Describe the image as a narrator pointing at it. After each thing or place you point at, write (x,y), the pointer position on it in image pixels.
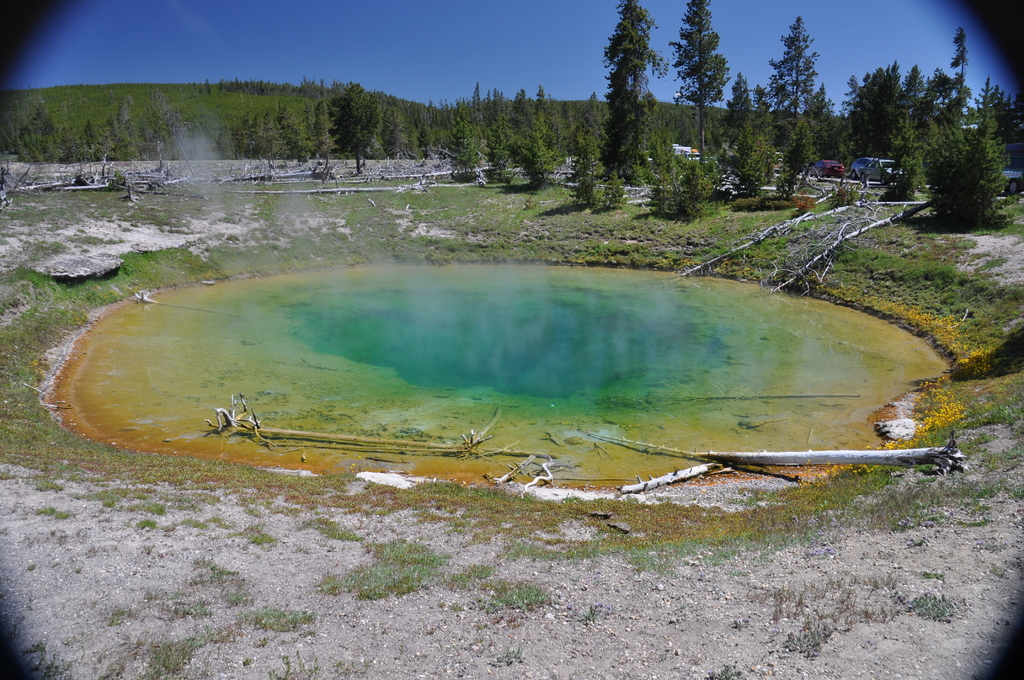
In this image I see the water (389,331) over here and I see the ground (61,244) on which there is grass (937,325) and in the background (123,134) I see number of trees (748,99) and I see few cars (826,173) and I see the blue sky (731,67) and I see that it is black on the edges.
